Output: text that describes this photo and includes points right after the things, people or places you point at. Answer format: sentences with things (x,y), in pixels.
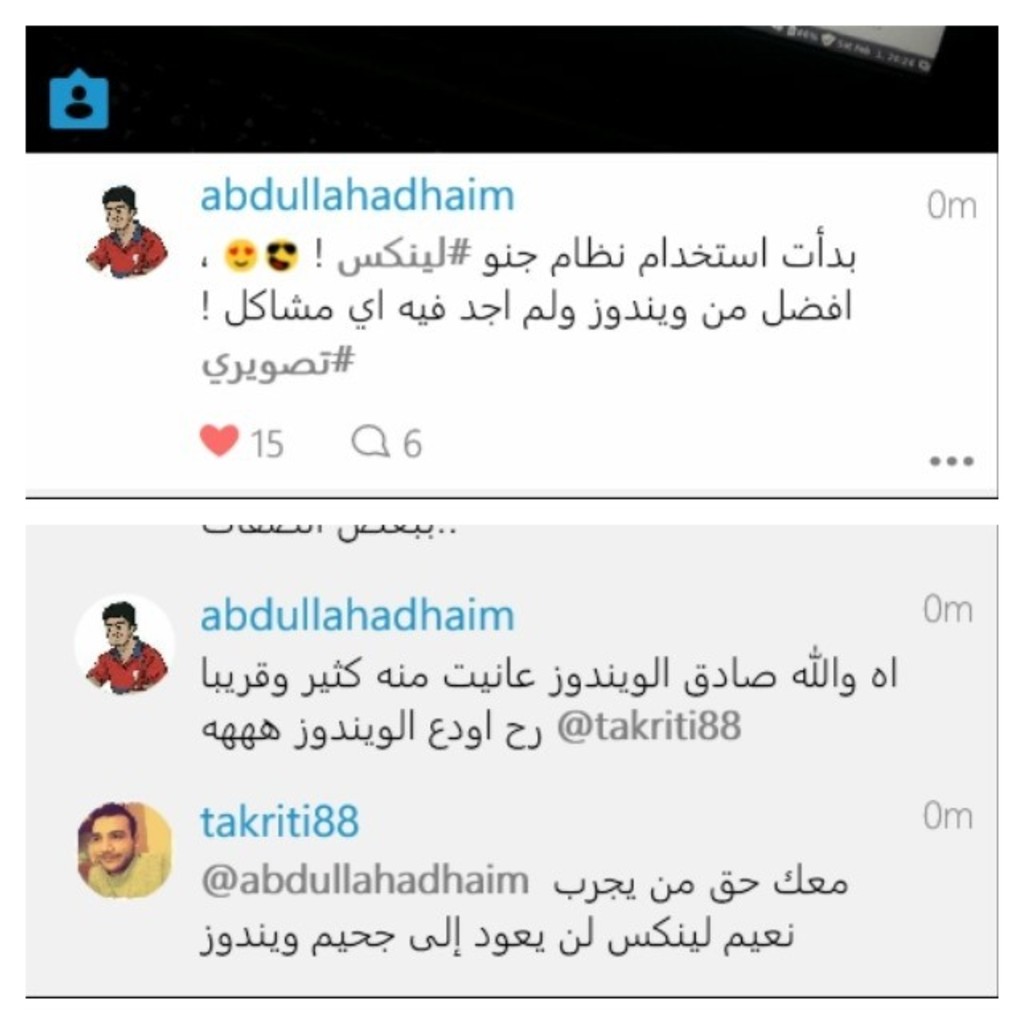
In this image we can see screenshots (474,619) of comments (601,685) where we can see some messages (228,351) and profile pictures (109,199).
